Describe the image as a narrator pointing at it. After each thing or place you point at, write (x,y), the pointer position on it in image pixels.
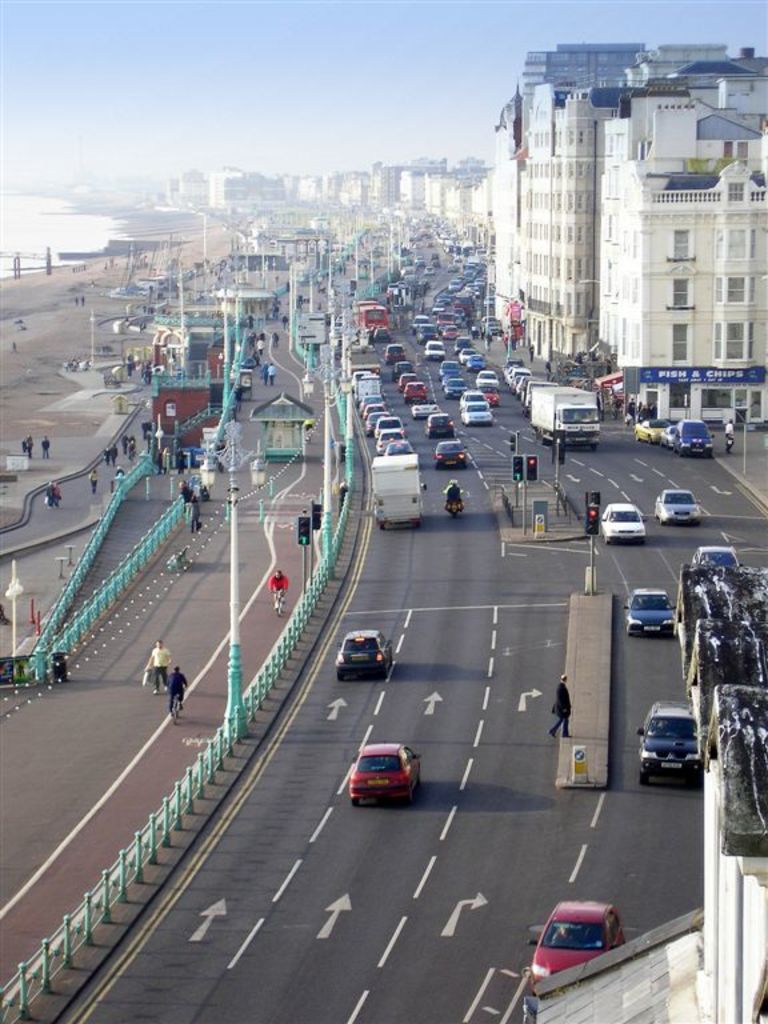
In this picture we can see vehicles (405,461) and a person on the road (427,471). In the middle of the road (545,454), there are poles (520,481) with traffic lights (527,481). On the right side of the image (547,233), there are buildings (577,281). On the left side of the image (13,589), there are poles (231,517), railings (102,606), some objects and the sea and there are groups of people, among them few people (156,667) walking and two persons (178,692) riding the bicycles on the road (149,628). At the top of the image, there is the sky (201,93).
